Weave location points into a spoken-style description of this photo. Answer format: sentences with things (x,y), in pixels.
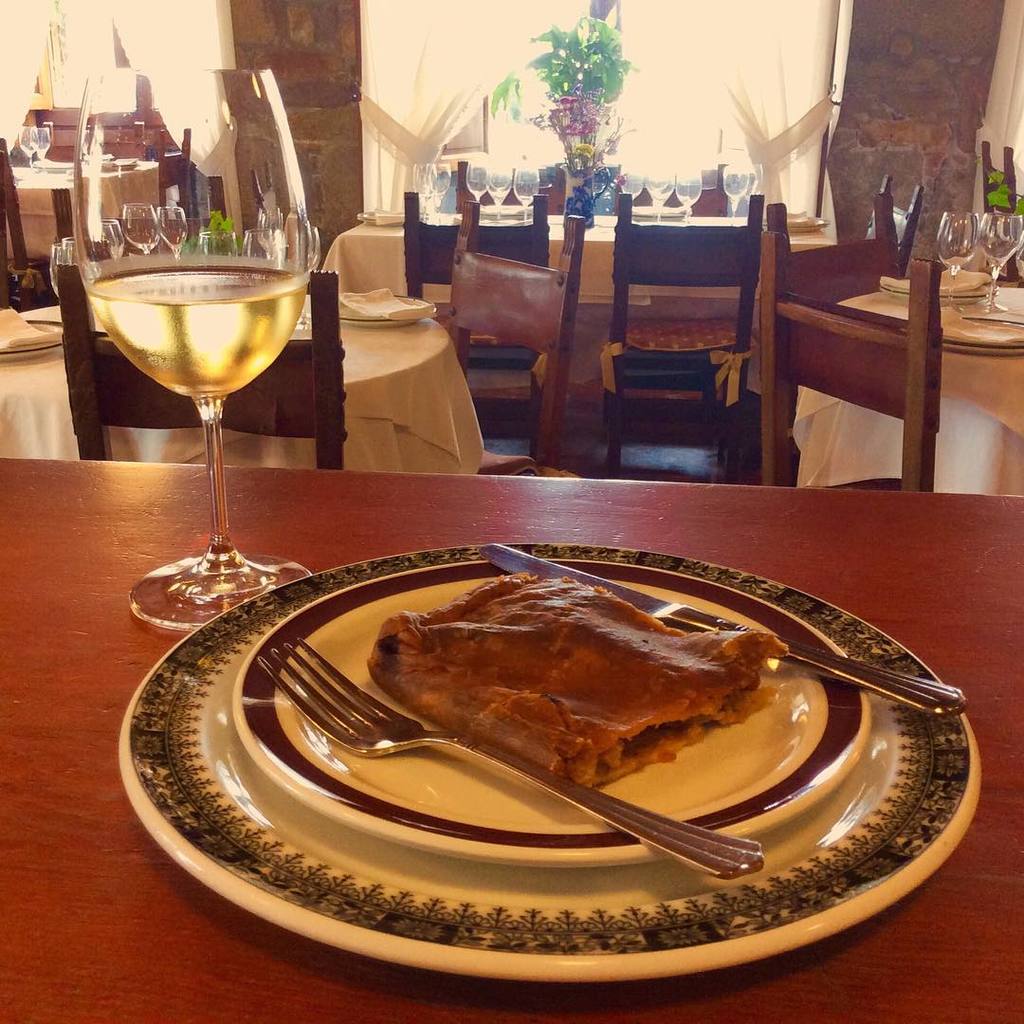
In this image I see lot of tables (56,415), chairs (1009,179) and on the tables (1013,394) I see the glasses (145,222), plates (949,753) and over here I see the food (448,630), fork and a knife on the plate (735,575). In the background (430,137) I see a plant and the curtains (413,7).
